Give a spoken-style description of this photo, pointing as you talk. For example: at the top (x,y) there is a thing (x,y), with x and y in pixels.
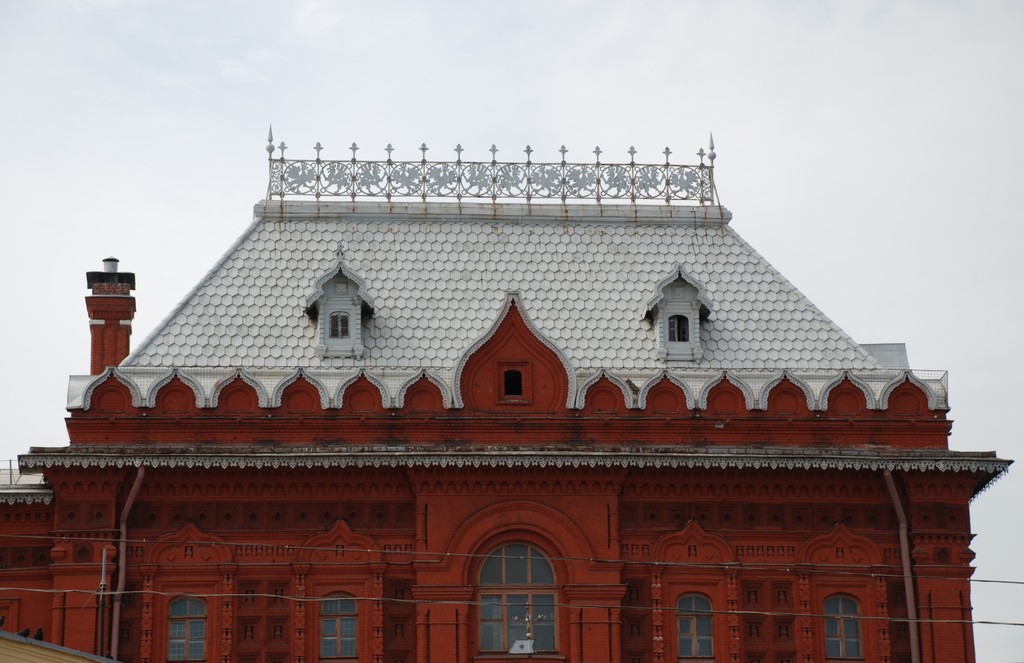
In this image I see a building (688,250) which is of white and red in color and I see the windows (535,565) and I can also see the wires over here. In the background (73,348) I see the sky (682,15).
